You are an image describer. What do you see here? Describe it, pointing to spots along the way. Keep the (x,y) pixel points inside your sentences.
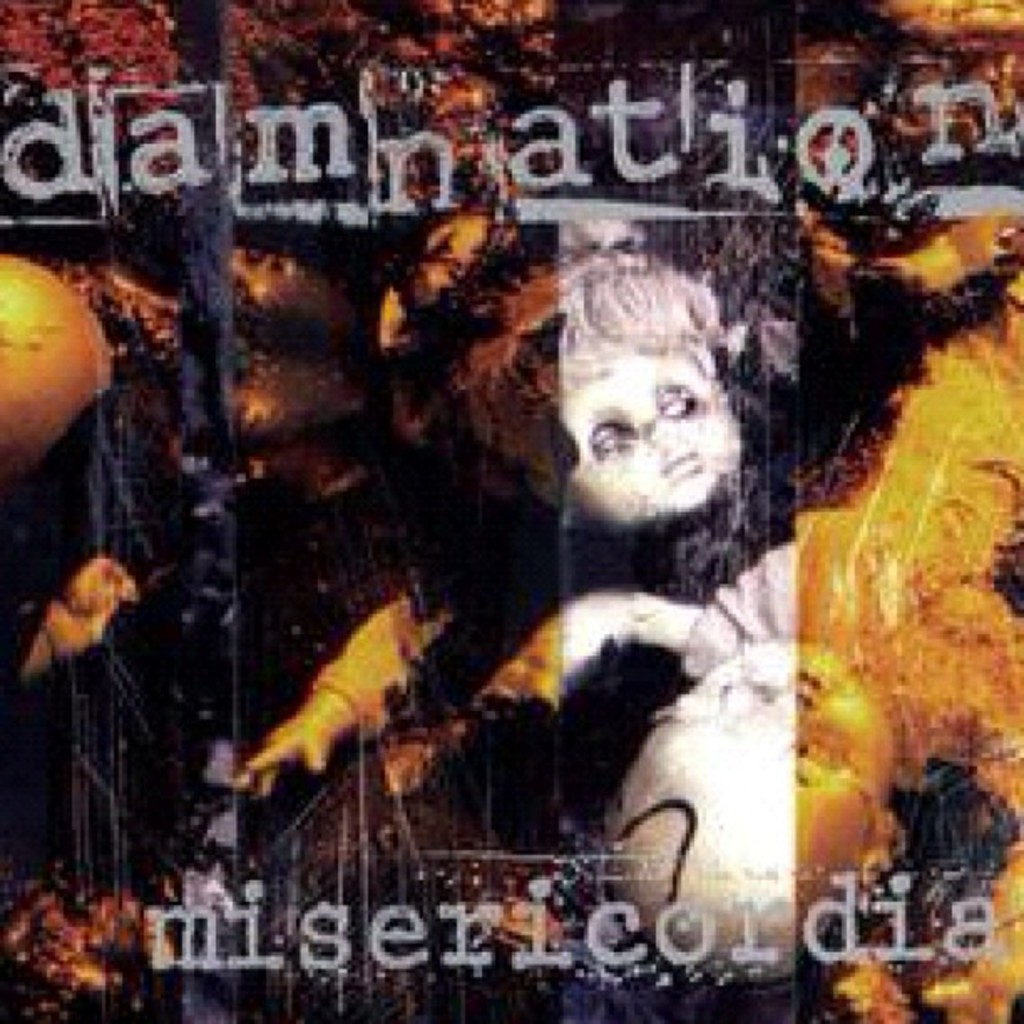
In this image I can see the poster (246,444). On the poster (421,679) I can see the dolls (644,848) and something is written on it.
